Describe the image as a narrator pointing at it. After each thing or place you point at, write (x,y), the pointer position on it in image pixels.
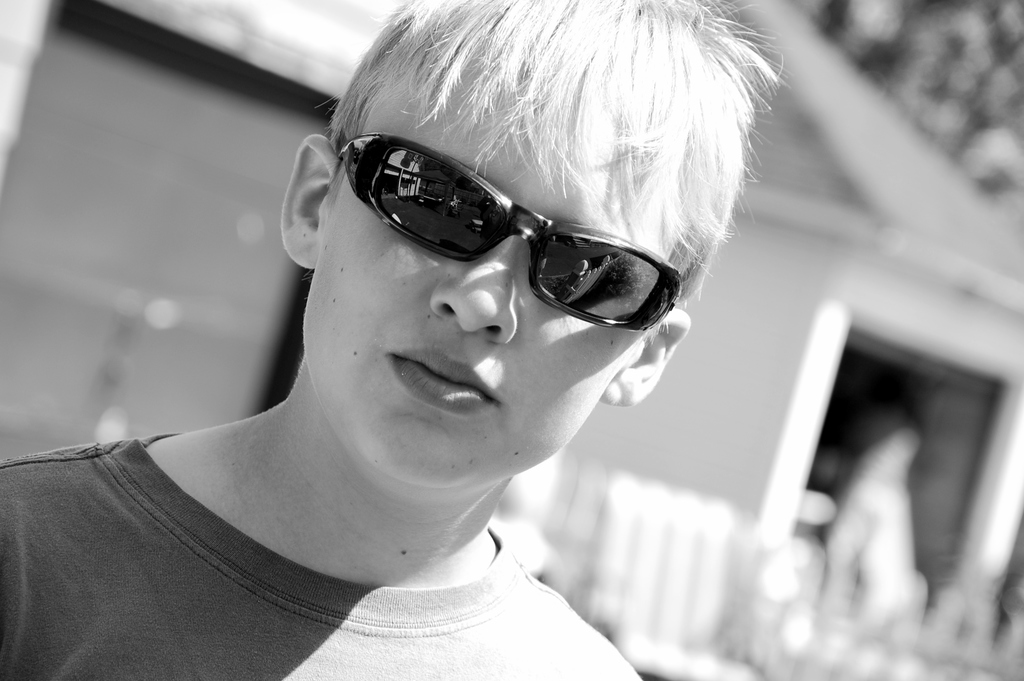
It is the black and white image in which we can see there is a man (401,457) who is wearing the black color spectacles (489,232). In the background (735,257) there is a building (819,417).
